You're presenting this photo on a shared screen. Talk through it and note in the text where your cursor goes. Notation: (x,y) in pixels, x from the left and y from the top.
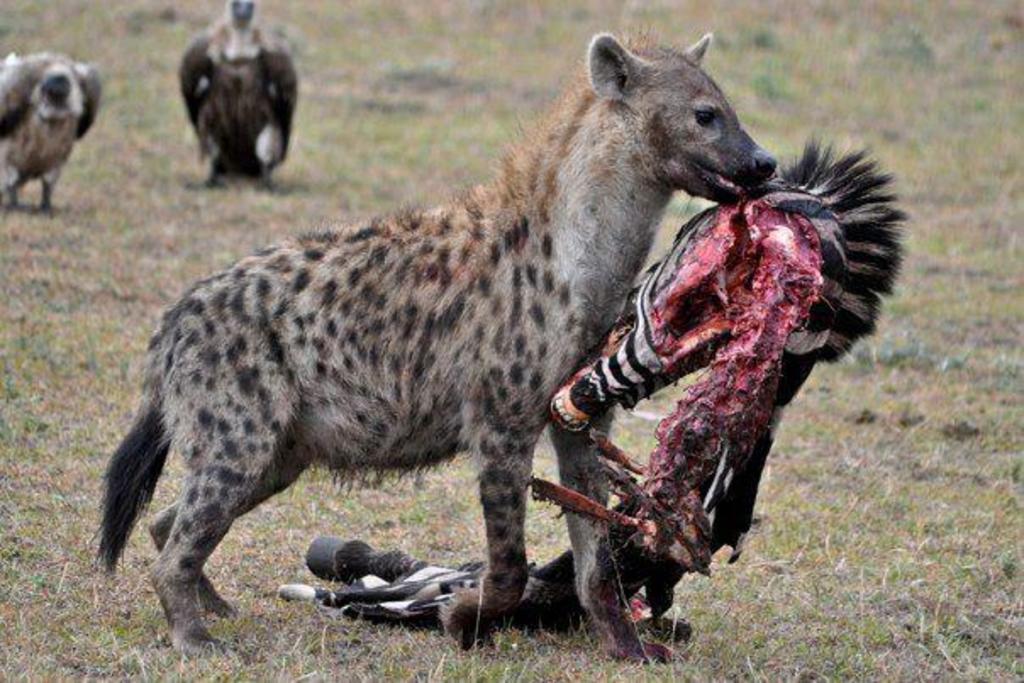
In this image we can see an animal (639,146) holding the flesh (791,255) of another animal (773,199). In the background (822,54) we can see grass (560,87) and animals (234,81).
